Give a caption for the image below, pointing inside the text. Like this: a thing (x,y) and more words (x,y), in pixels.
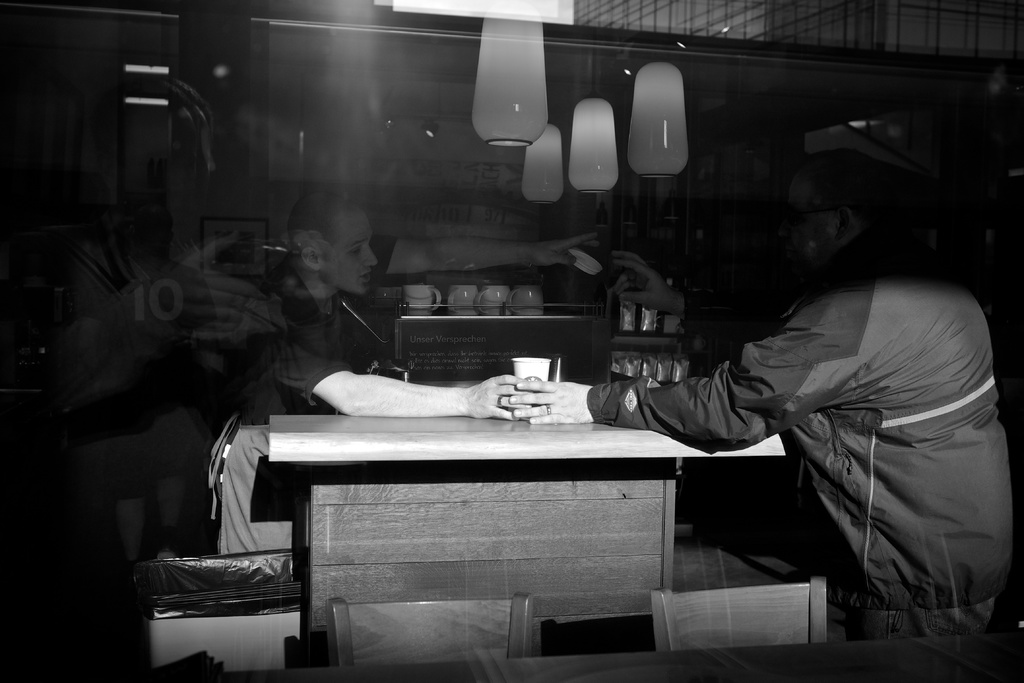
This image is black and white image. There are lights (601,123) on the top (534,167), there is a table (429,426) in the middle (408,433) and two persons (837,319) are near that table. One is on the right side (925,409) and other one is on the left side (295,340). Both of them are holding a cup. Behind them there is a rack (599,325) in which there are so many cups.
